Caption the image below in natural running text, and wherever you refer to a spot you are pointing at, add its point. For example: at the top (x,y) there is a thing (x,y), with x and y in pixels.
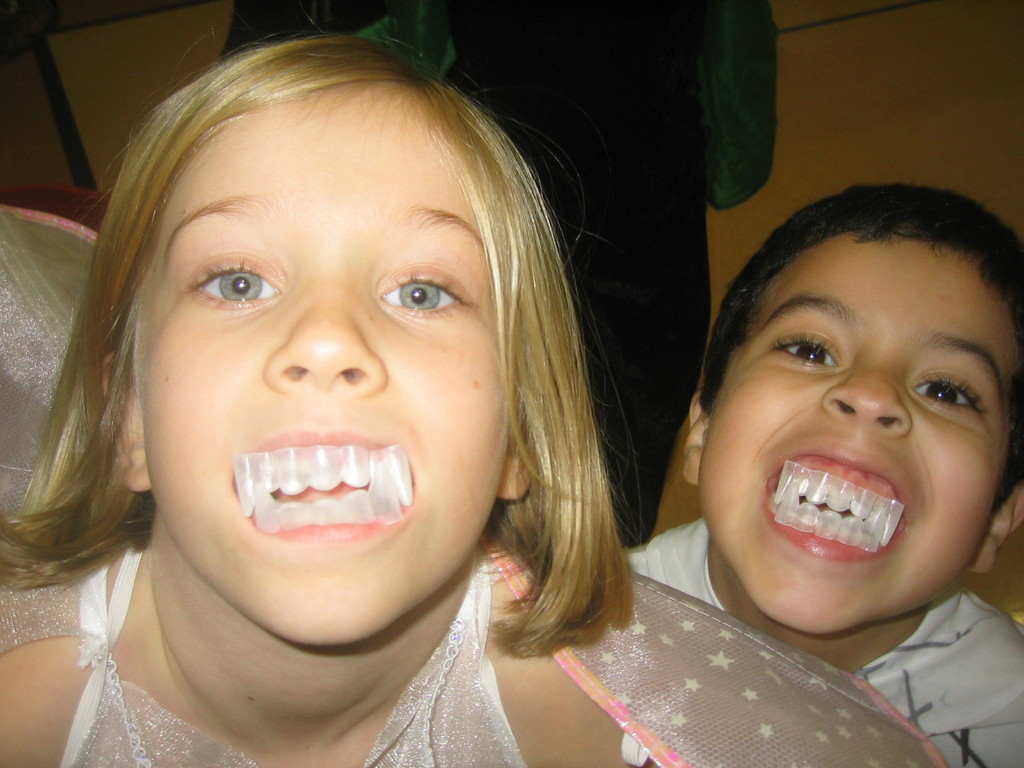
In this image we can see a boy (775,376) and a girl (473,471) wearing the tooth clips (314,457). On the backside (602,332) we can see a person (683,243) standing and a wall (732,250).
